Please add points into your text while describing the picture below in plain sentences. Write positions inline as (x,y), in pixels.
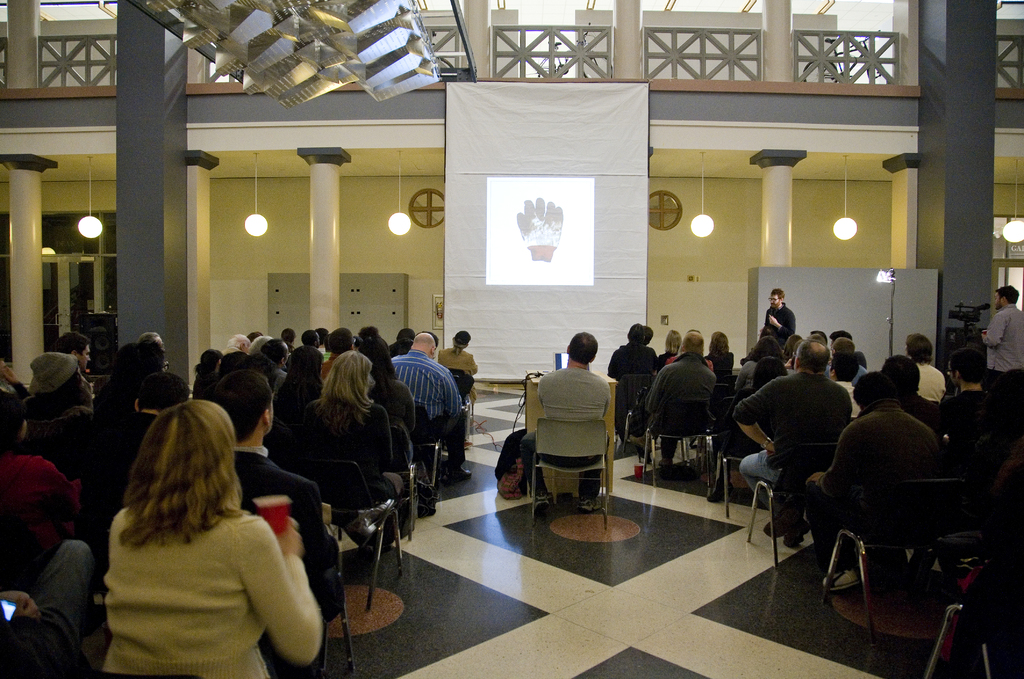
This picture shows a group of people (374,402) seated on the chairs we see a laptop (563,353) on the table (533,398) and we see a projector screen (552,367) and a man (786,308) standing and speaking with the help of a microphone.
